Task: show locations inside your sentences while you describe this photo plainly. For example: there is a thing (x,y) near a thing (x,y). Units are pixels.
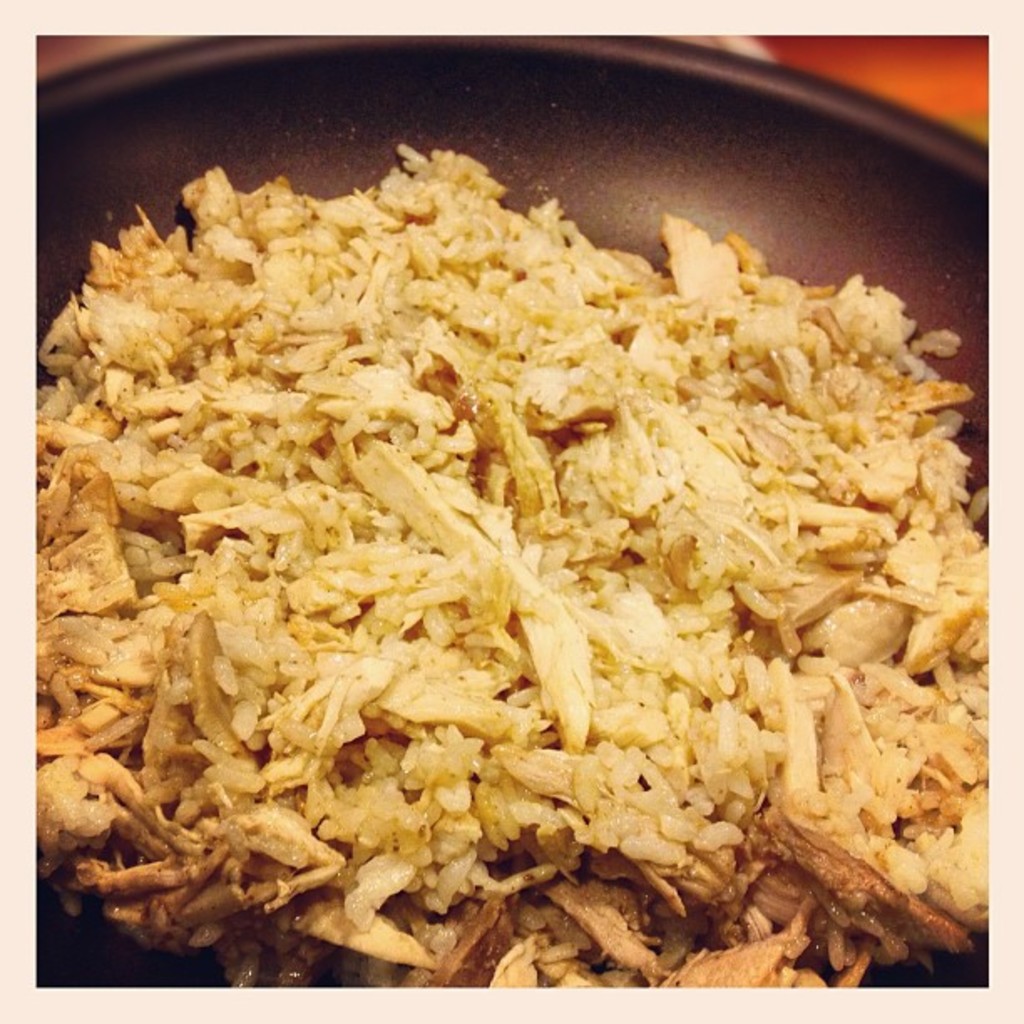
In this image we can able to see a food item (511,412) in a bowl (526,145).
